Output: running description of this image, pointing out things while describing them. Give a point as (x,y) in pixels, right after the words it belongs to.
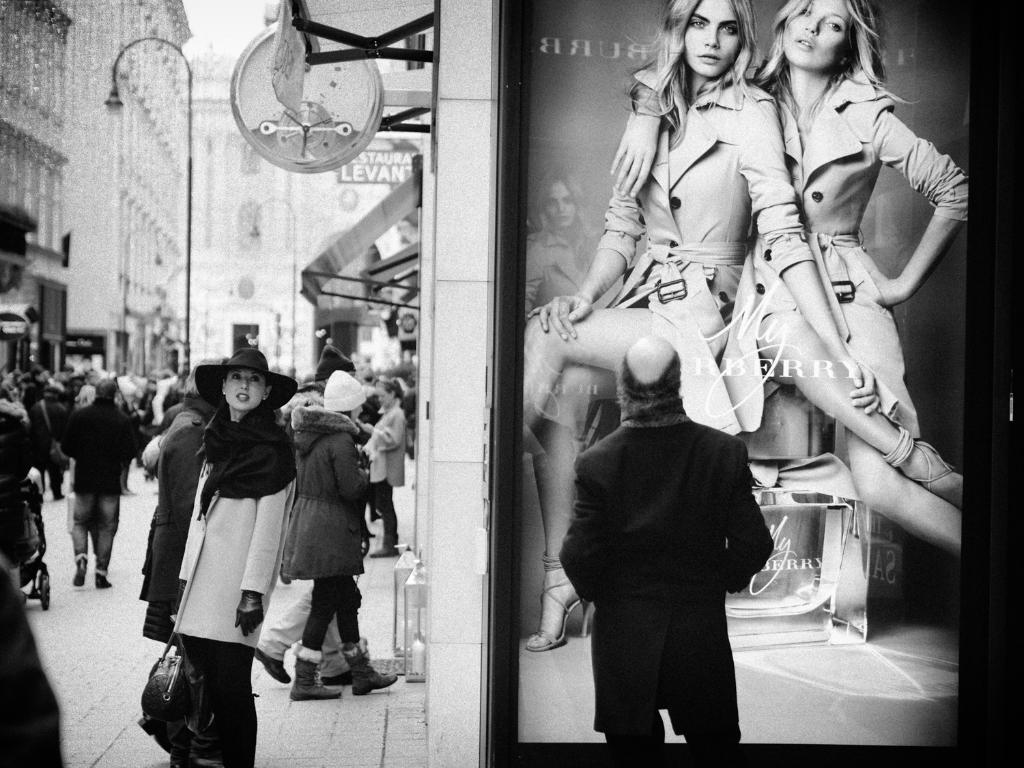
In this picture there is a person (731,555) wearing black dress (715,634) is standing in front of a picture (730,391) there are few persons (241,413) standing in the left corner (212,450) and there are buildings (252,186) in the background (225,193).
